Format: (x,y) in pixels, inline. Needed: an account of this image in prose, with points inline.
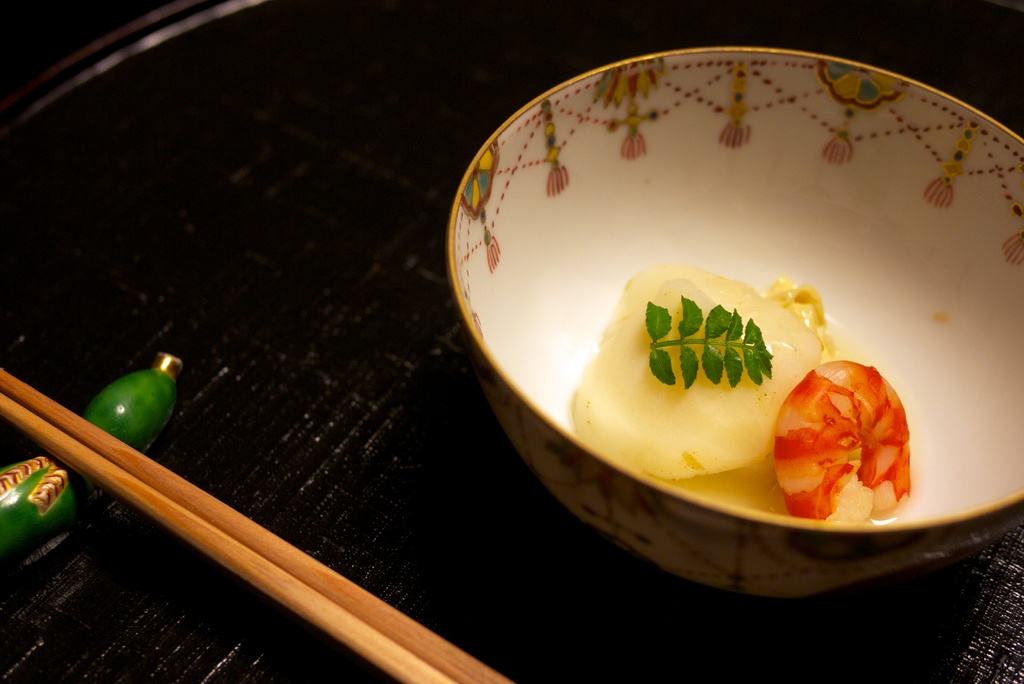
In the middle of the image (442,258) there is a table (431,239). Top right side of the image (850,74) there is a bowl (864,291) and food (654,381). Bottom left side of the image (325,614) there are chopsticks (71,416).
